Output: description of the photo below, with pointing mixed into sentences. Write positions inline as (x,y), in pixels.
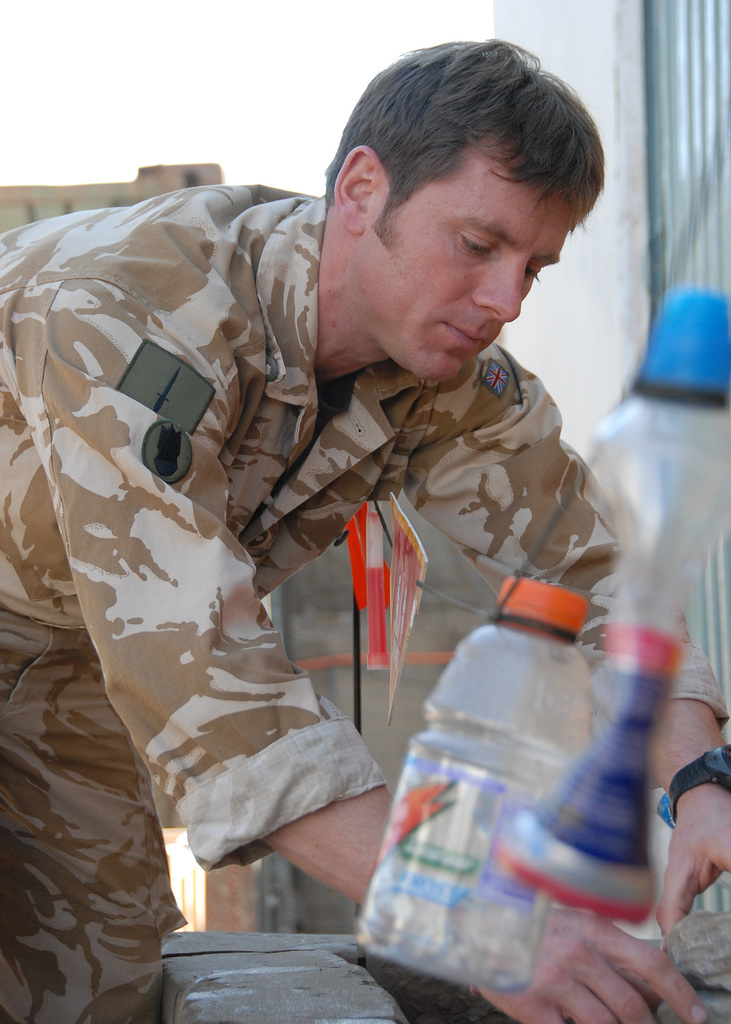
a person (270,629) is standing wearing a uniform (161,594).
